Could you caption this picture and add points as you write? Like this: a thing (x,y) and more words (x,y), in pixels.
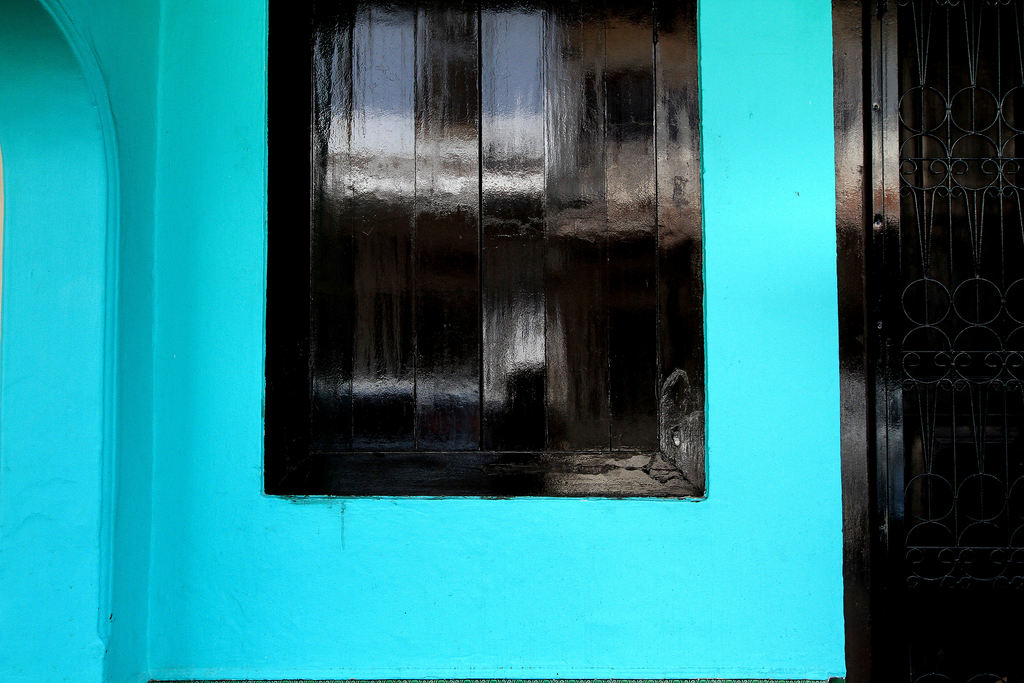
In this image I can see a blue color wall (165,441), window (415,290) and a door (906,338). This image is taken during a day.
